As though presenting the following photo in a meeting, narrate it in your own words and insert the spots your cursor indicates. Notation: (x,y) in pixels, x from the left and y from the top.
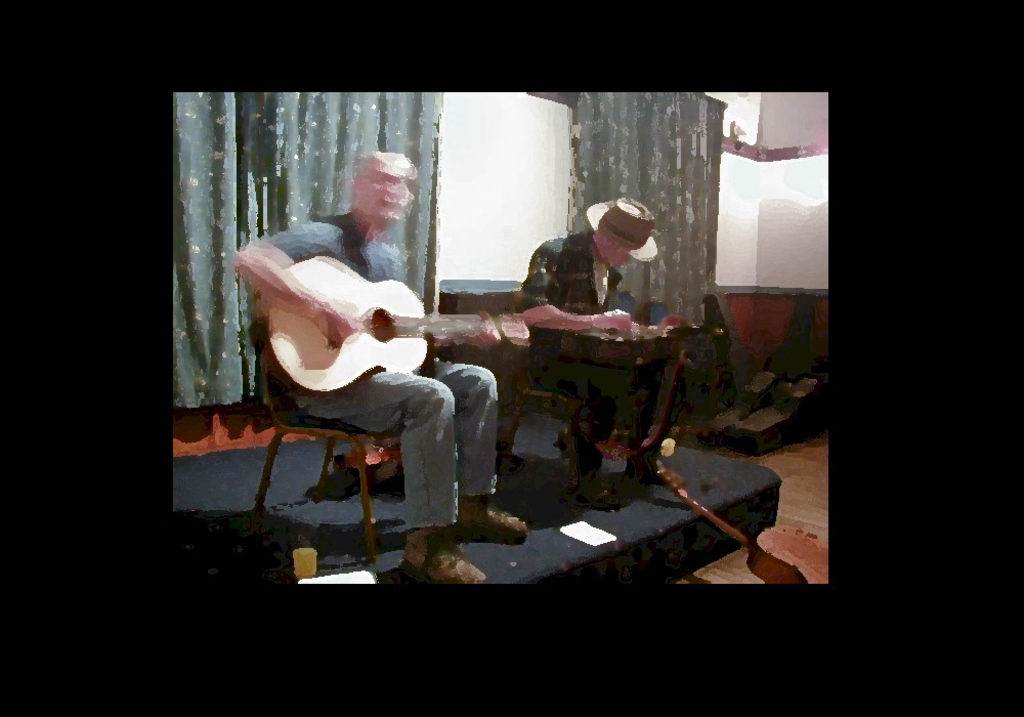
In this image i can see two person (585,308) sitting and playing guitar (411,353) at the back ground (409,142) i can see a curtain (331,193).
